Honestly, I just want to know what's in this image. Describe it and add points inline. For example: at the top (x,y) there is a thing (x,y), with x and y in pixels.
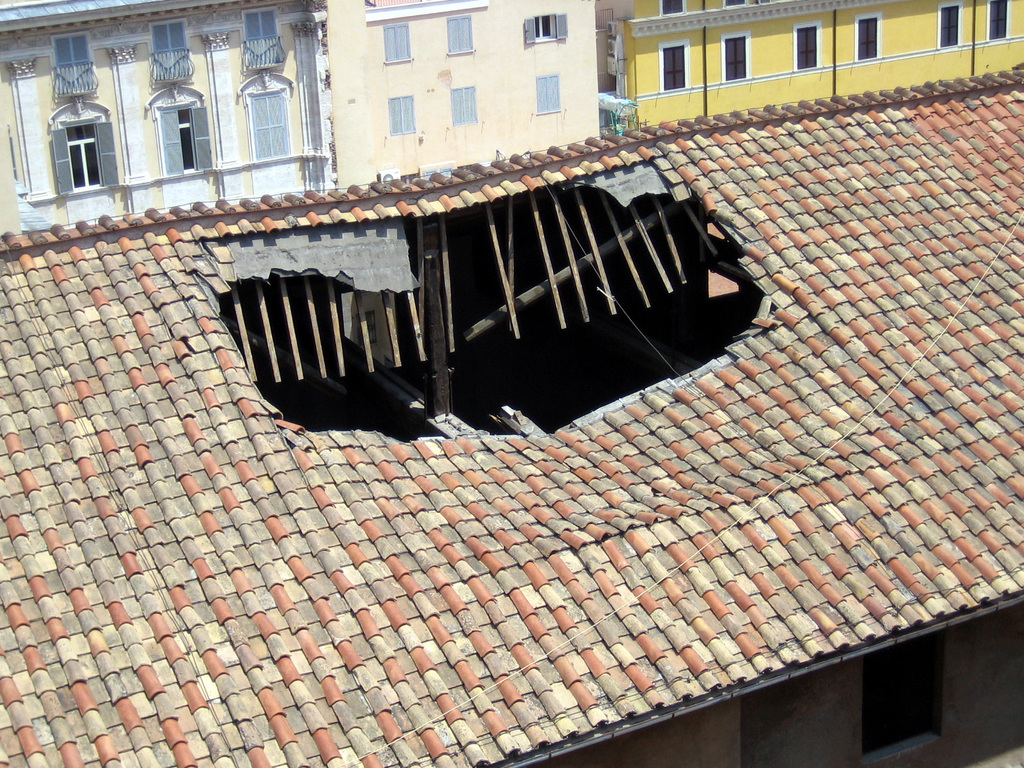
In this image I can see there is a house (292,665), it has a broken roof (328,306) and in the background (724,100), I can see there are few more houses (718,85) and it has windows (188,166).
